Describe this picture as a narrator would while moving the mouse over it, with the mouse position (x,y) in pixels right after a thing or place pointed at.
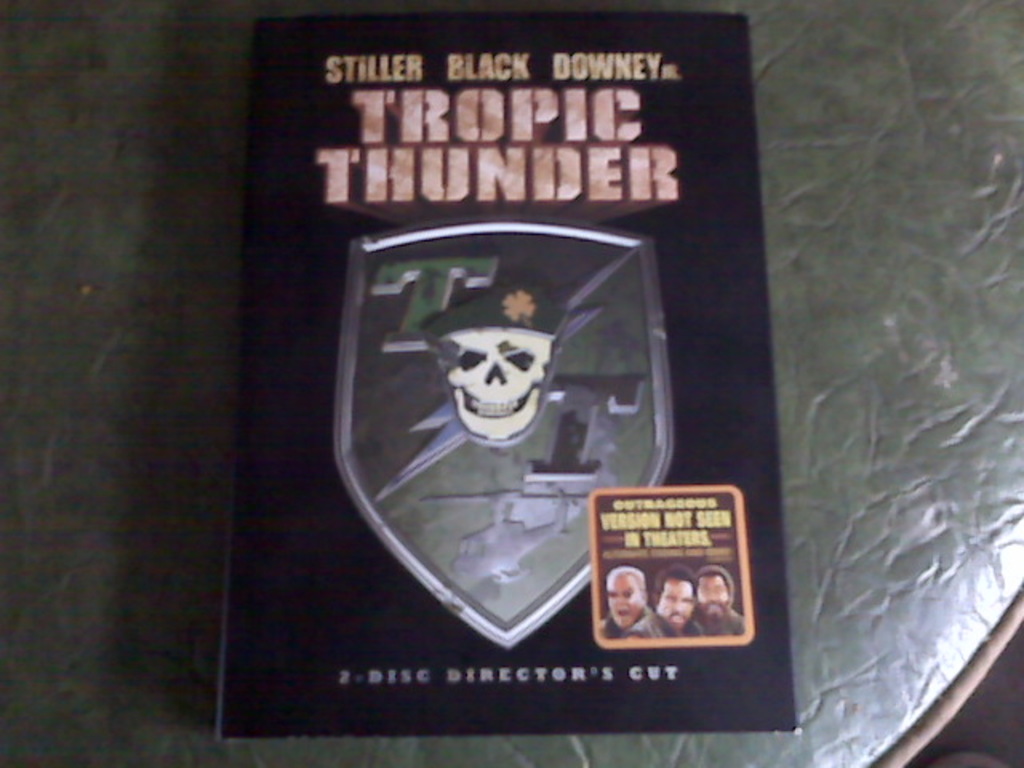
In the picture I can see the compact disc mockup (742,168) on the sofa (809,195). I can see the skull shield design (579,349) on the compact disc mockup (601,535). I can see the photographs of three men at the bottom of the compact disc mock up (773,639). There is a text (412,153) at the top of the compact disc mockup (540,111).
